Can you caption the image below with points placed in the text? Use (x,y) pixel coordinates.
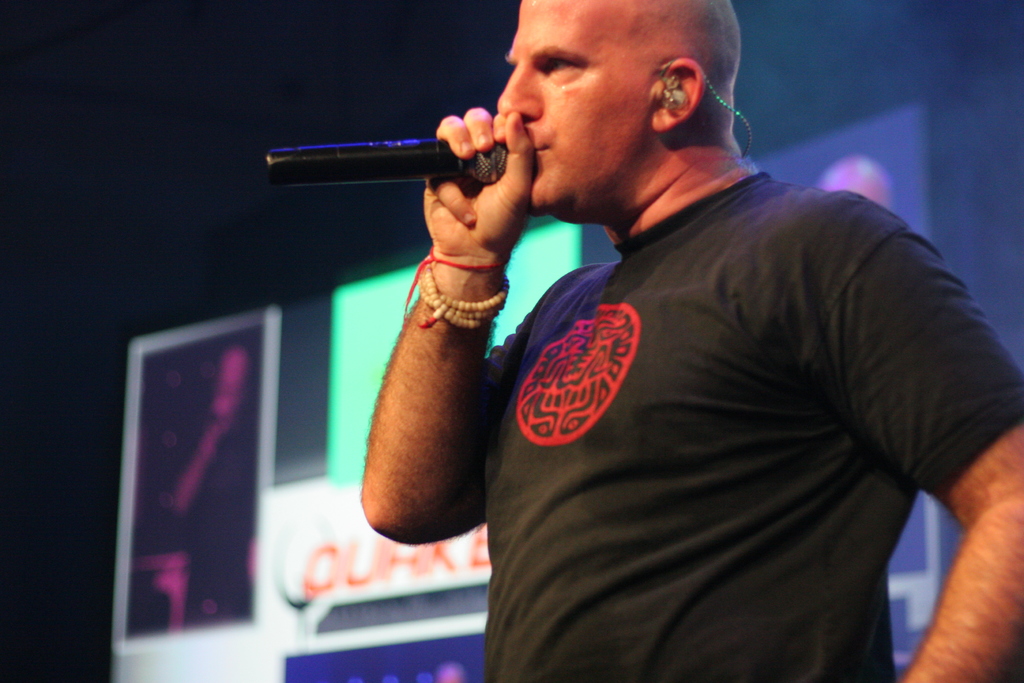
A person (658,381) standing in the center (566,325) and is holding a mic (331,167) in his hand (470,131). In the background (278,475) there are some boards (292,512).
